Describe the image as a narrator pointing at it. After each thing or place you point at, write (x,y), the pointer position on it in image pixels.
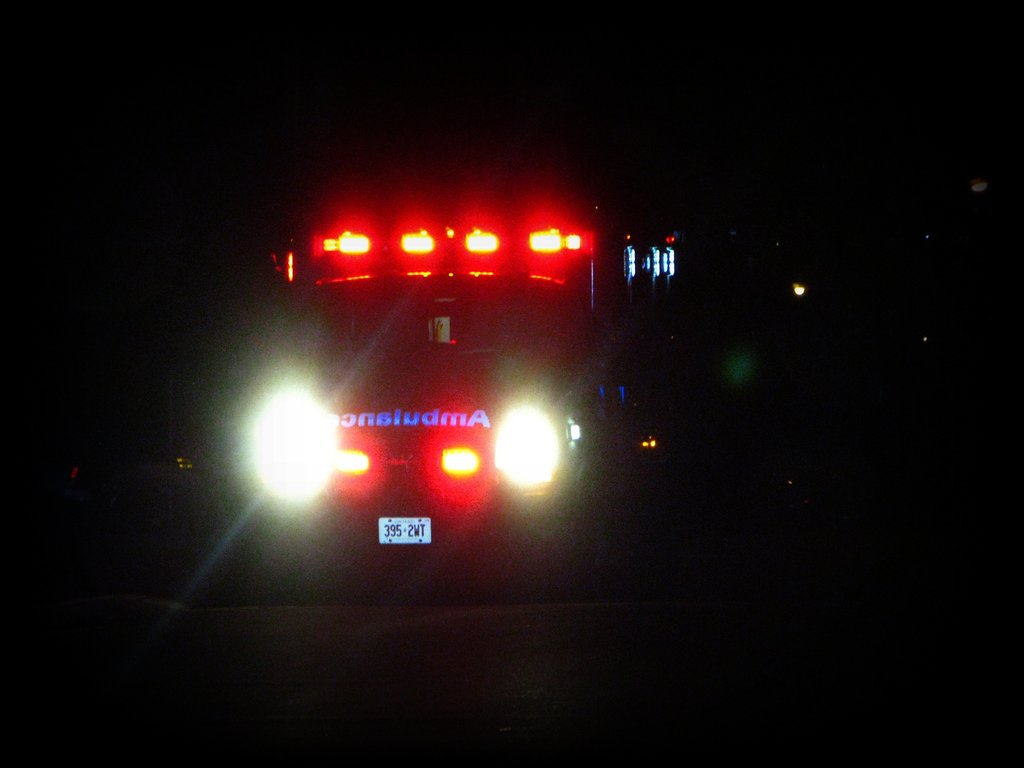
In this image we can see a vehicle (323,400) with some lights (293,400) and a number plate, also we can see the background (662,160) is dark.
